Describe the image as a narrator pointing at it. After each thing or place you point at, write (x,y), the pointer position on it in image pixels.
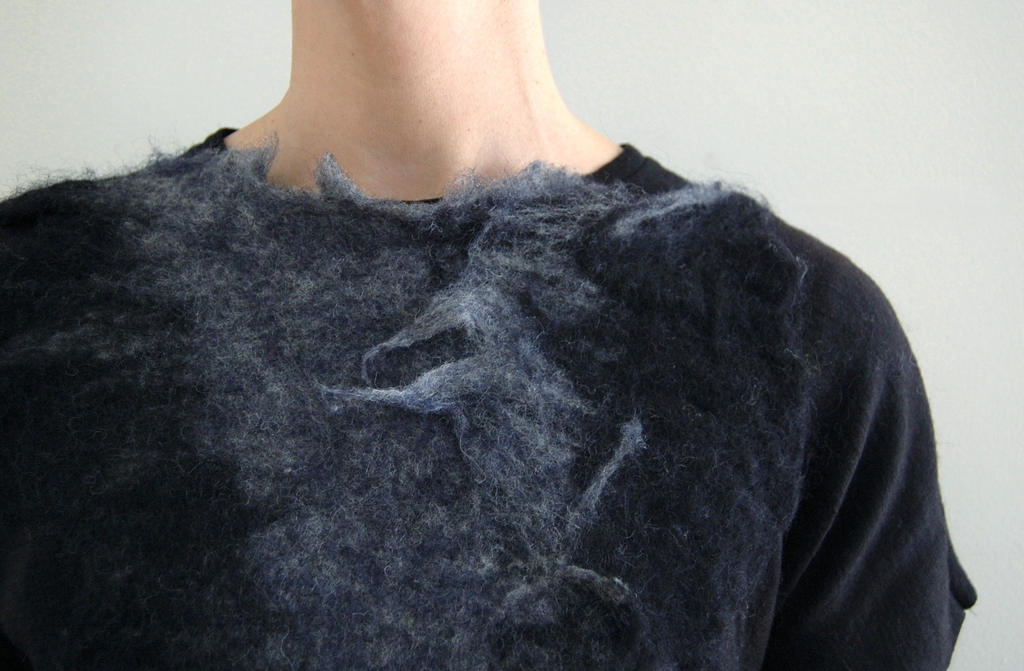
In this picture, we can see a person (364,294) in black T-shirt (410,235) is partially covered, and we can see the wall (739,67).
